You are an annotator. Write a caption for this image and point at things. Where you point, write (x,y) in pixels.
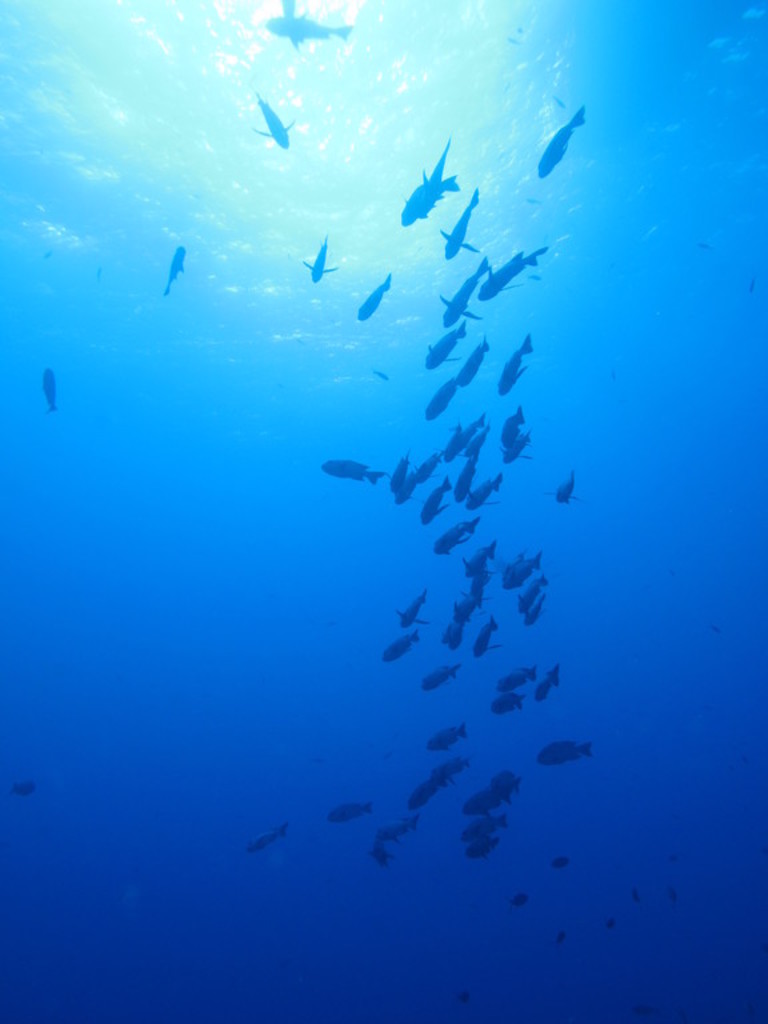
In this image we can see fishes (551,156) in the water (338,587).
